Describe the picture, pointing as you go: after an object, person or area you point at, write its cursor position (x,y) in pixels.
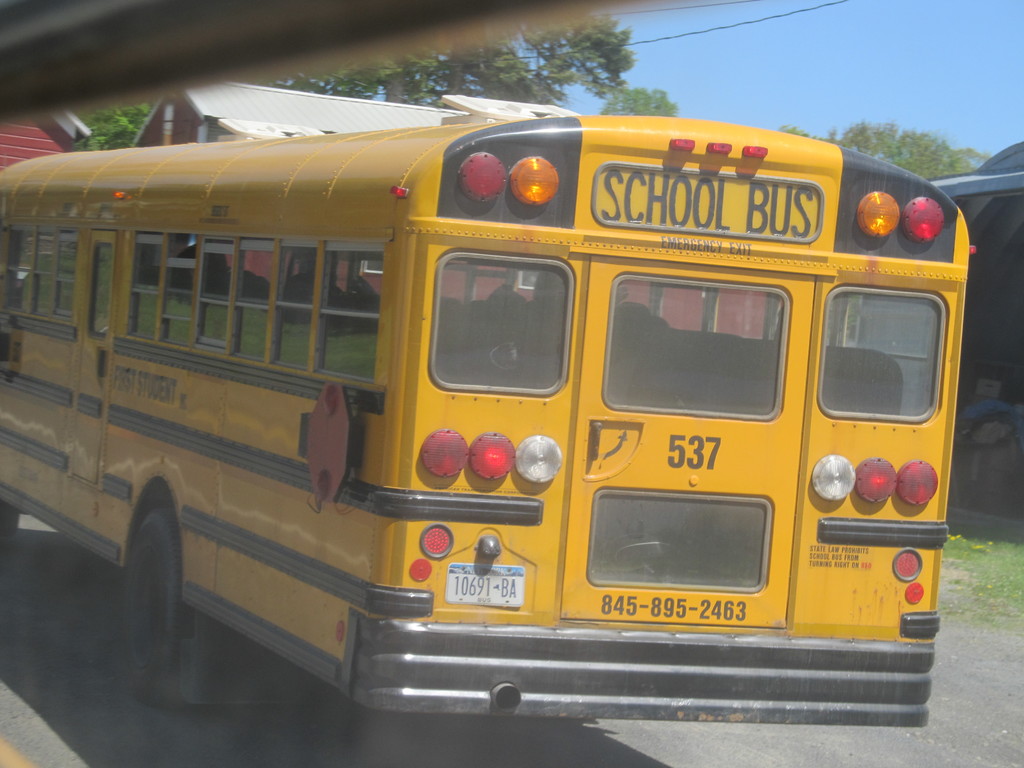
In this picture I can see there is a school bus (175,591) moving on the road (1021,718) and it has windows (106,329), a door (575,576) and there is a building (271,116) in the backdrop (347,119) and there are trees (517,63).
